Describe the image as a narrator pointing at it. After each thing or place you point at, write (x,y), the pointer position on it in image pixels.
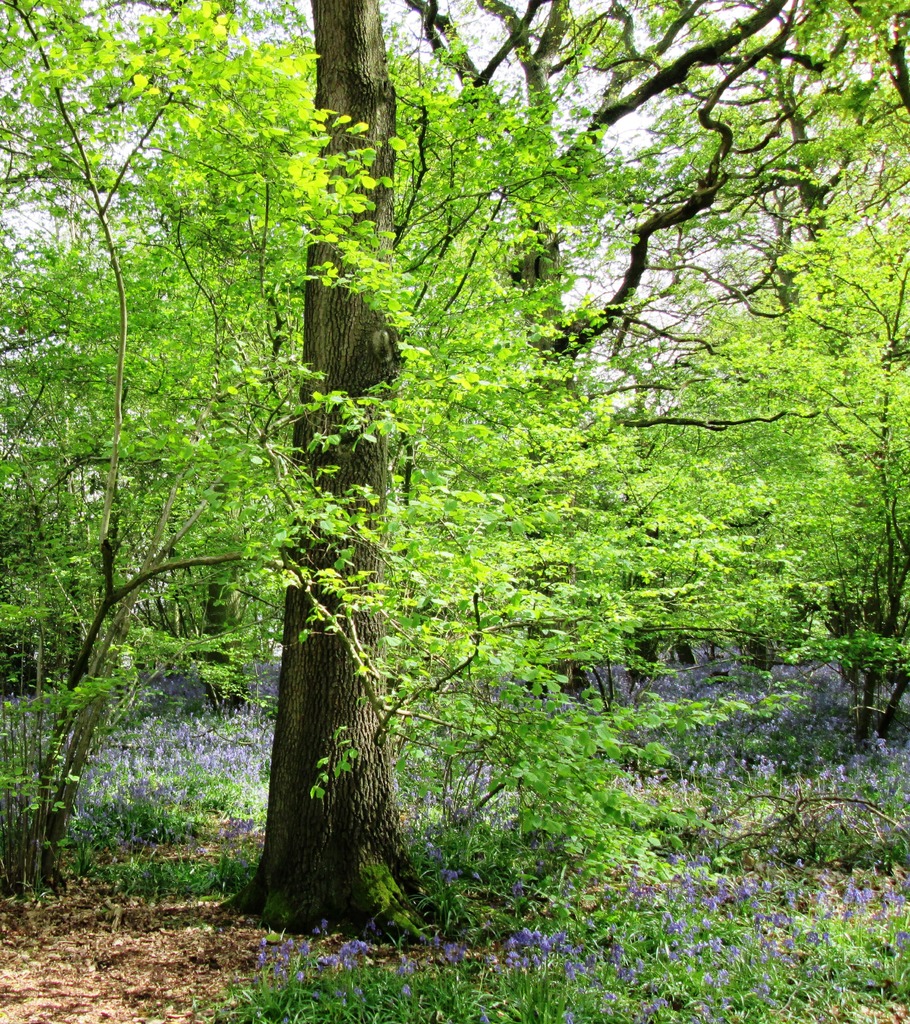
In this picture I can observe trees (416,302) in the middle of the picture (383,410). There are some plants (159,874) on the ground (627,754). In the background (506,33) there is sky (490,39).
